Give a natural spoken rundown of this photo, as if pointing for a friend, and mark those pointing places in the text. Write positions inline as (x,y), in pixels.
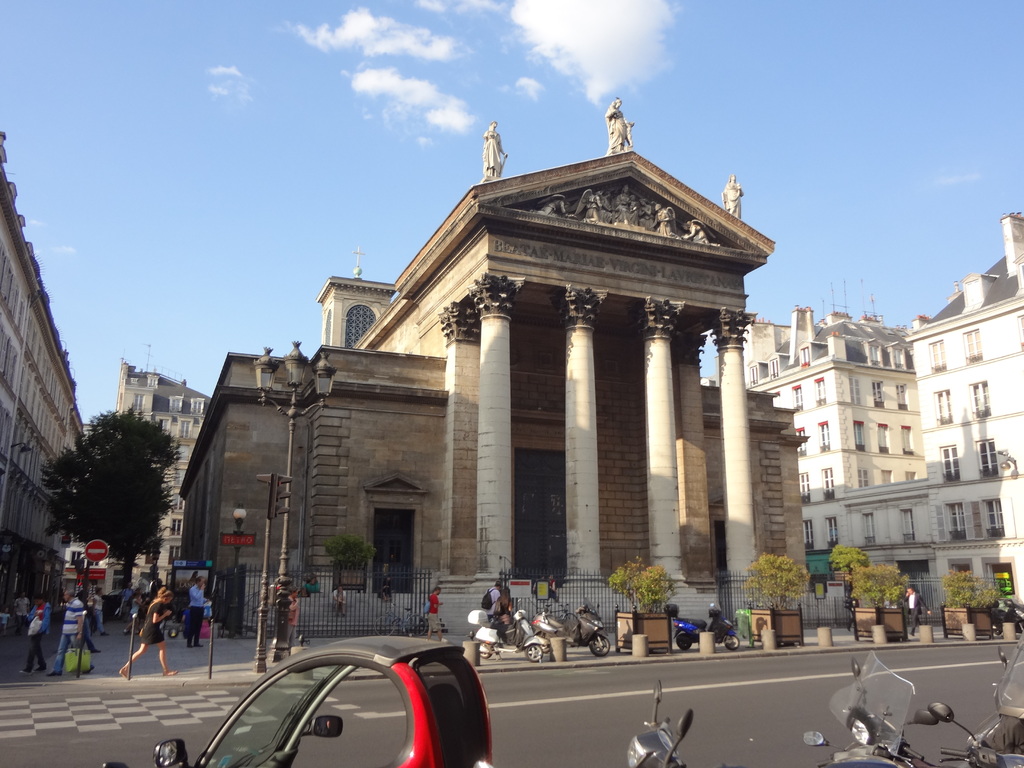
In the foreground of the image (962,727) we can see group of vehicles (263,732) parked on the road (728,708). In the center of the image (642,279) we can see a building (478,276) with doors (534,478), poles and statues (731,203). On the left side of the image (196,612) we can see a group of people (147,613) standing on the path (106,641) a tree (129,510), two buildings (65,584), traffic lights (264,570), sign boards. To the right side of the image (890,595) we can see trees (967,595) and a cloudy sky (351,56).
